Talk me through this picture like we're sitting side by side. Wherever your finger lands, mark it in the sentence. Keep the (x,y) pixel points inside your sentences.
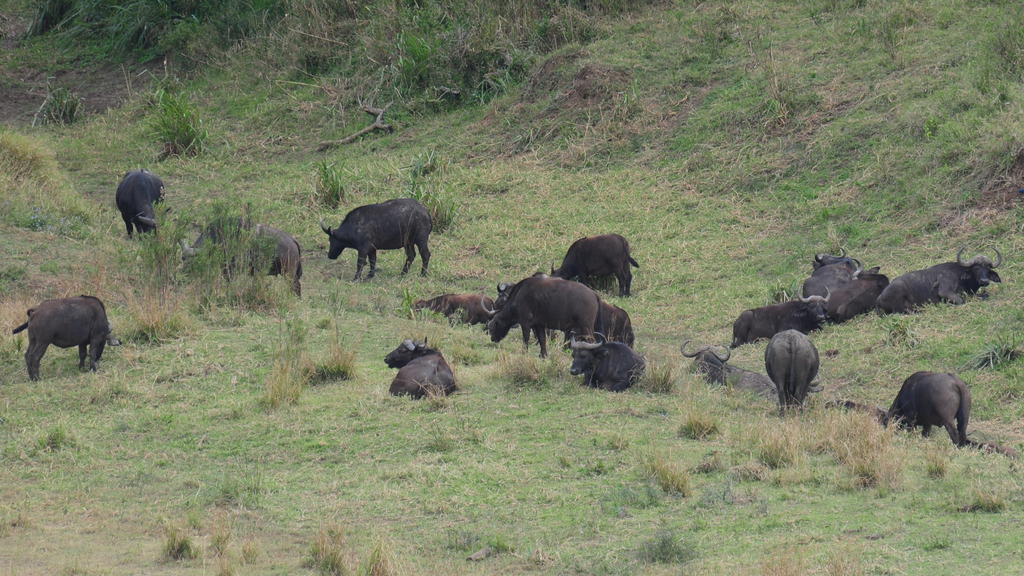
There are animals (700,358) on the grassland (52,392) in the image.
